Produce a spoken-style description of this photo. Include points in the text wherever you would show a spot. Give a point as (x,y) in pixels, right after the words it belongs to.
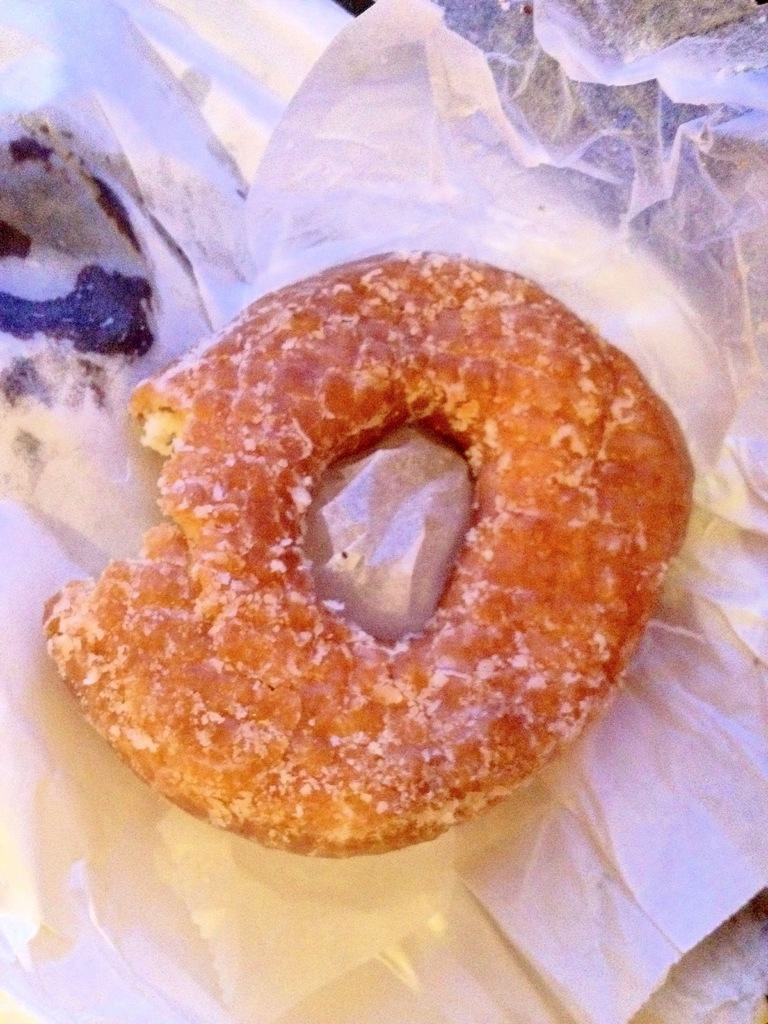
It looks like a doughnut (194,689) on a paper (20,691).
